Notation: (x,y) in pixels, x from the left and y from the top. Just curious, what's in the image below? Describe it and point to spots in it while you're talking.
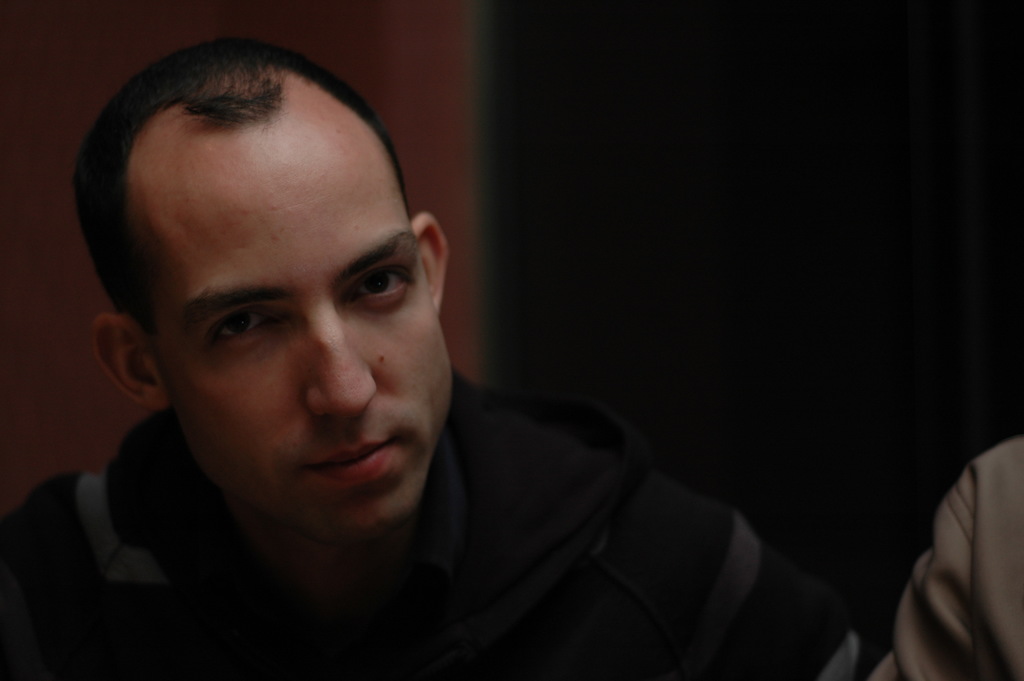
In this picture there is a man (415,381) towards the left (251,317). He is wearing a black jacket (616,543). Beside him, there is another person (958,555).
